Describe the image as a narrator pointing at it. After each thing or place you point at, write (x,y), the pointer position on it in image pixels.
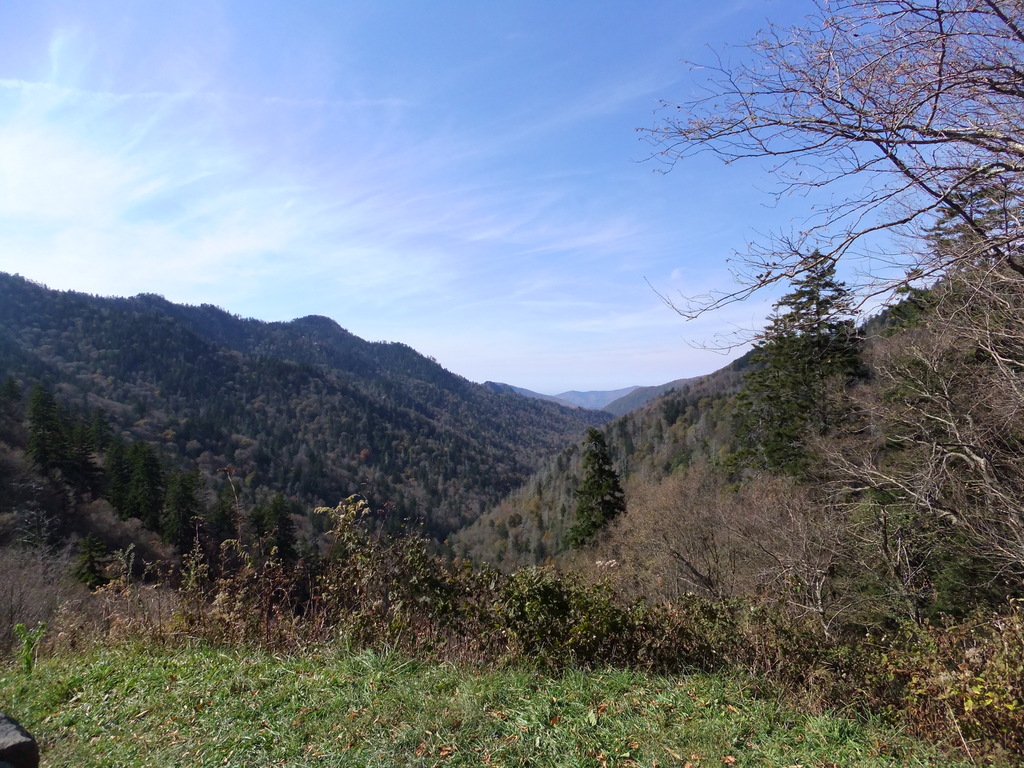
In this image I can see number of trees (834,469), mountains (577,472) and also I can see clear view of sky (519,156).
